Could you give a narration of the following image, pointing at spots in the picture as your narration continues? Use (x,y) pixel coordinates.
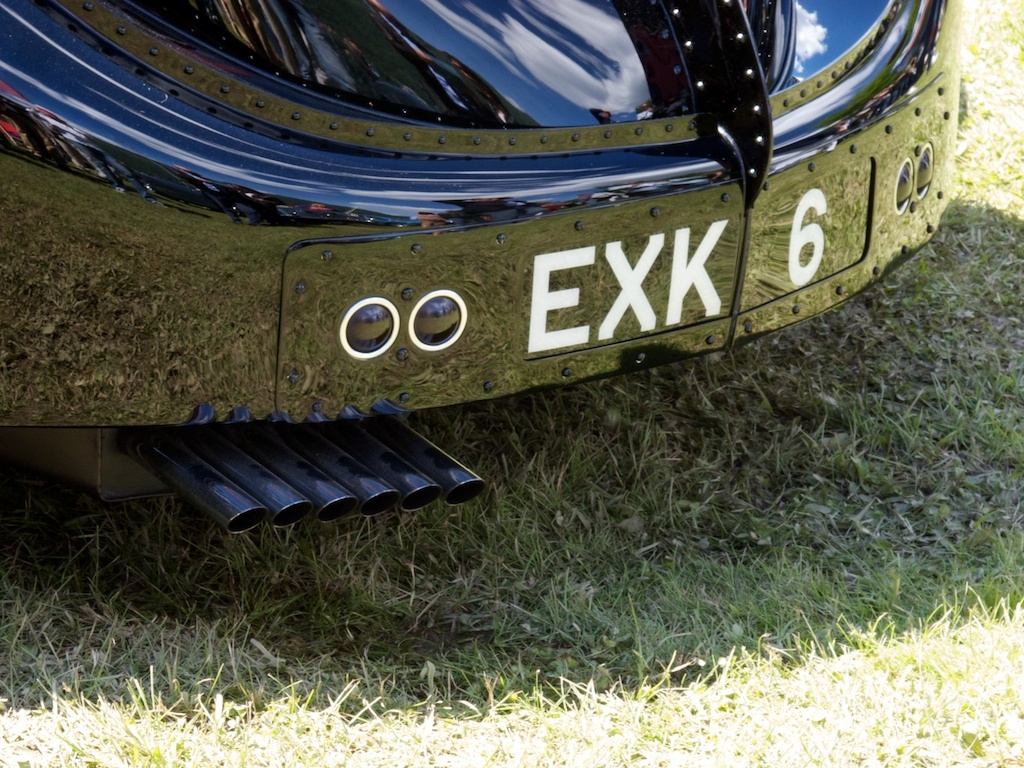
In this image, I can see a car (732,340), which is black in color. These are the silencers (253,479) and a registration plate (547,316), which are fixed to a car (253,389). This is the grass (607,592), which is green in color.
